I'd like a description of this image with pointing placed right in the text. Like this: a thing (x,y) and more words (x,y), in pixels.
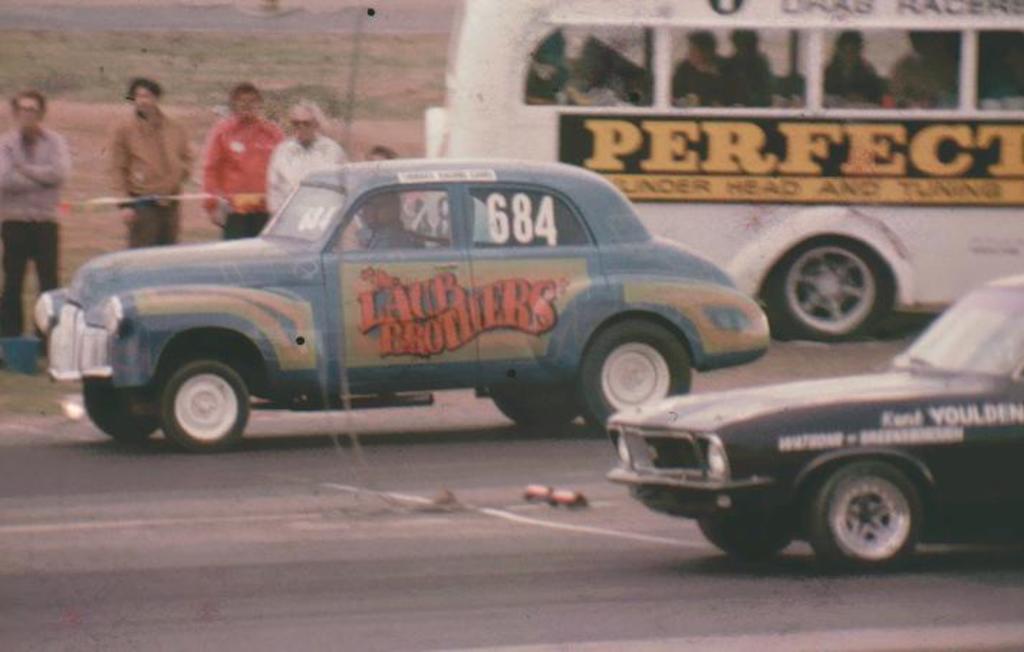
This picture is clicked outside the city. We see black and blue car (724,415) moving on the road (330,606). Behind that, we see a white bus (741,206) which is moving on the road (334,515). Behind the car (292,219), we see four people (156,120) standing. Behind that, we see grass (250,58).
